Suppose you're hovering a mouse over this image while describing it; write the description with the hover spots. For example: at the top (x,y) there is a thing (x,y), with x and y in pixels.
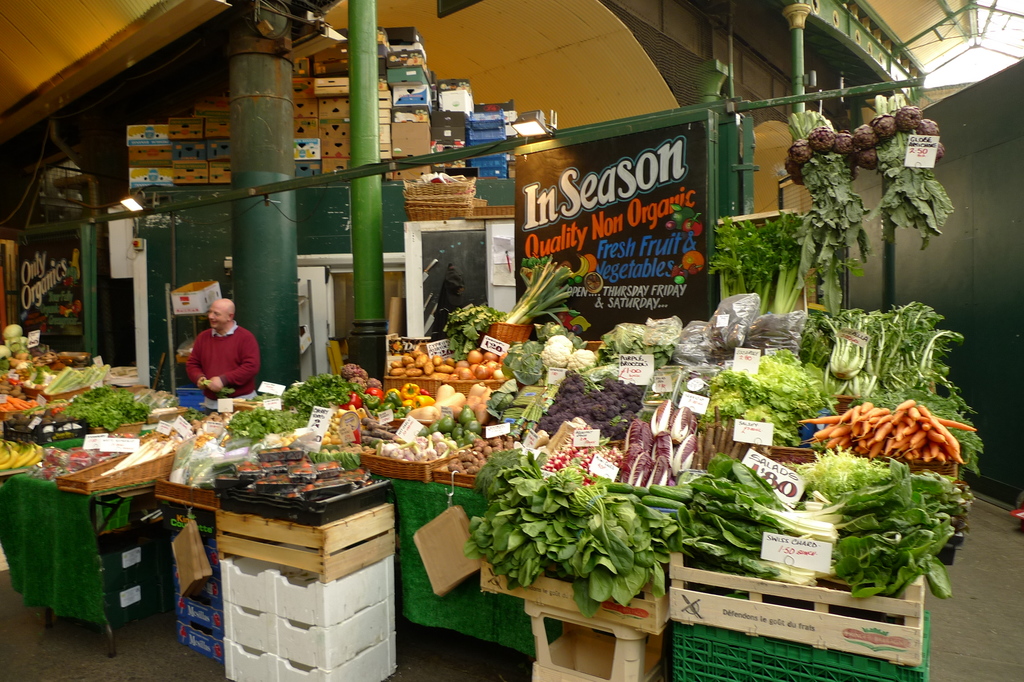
This image is taken indoors. In the background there is a wall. There are two boards (69,273) with text (562,229) on them. There are many cardboard boxes (410,121), baskets (447,203) and a few things (195,331). There are two poles (367,196) and a pillar (285,193). At the top of the image (193,29) there is a roof (890,16) and there are a few iron bars (869,33). At the bottom of the image (100,666) there is a floor (987,658). In the middle of the image (507,377) a man (231,334) is standing and there are many tables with tablecloths (439,501) and baskets (109,479) with many vegetables (187,414), green leaves (340,387), fruits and many things (803,343) on them. There are a few cardboard boxes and wooden boxes (636,606).
